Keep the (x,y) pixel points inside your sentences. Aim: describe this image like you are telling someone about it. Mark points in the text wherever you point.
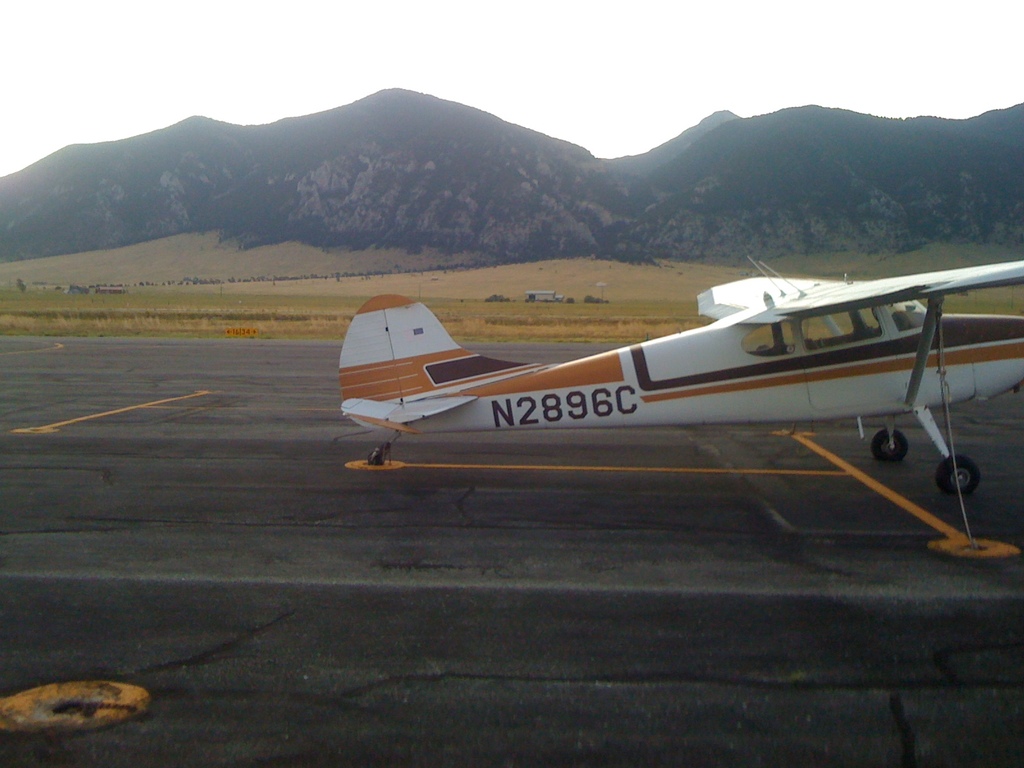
In this image i can see the aircraft (605,387), the road (757,555), grass (604,319), hills (878,193), i can see the sky (70,112).
